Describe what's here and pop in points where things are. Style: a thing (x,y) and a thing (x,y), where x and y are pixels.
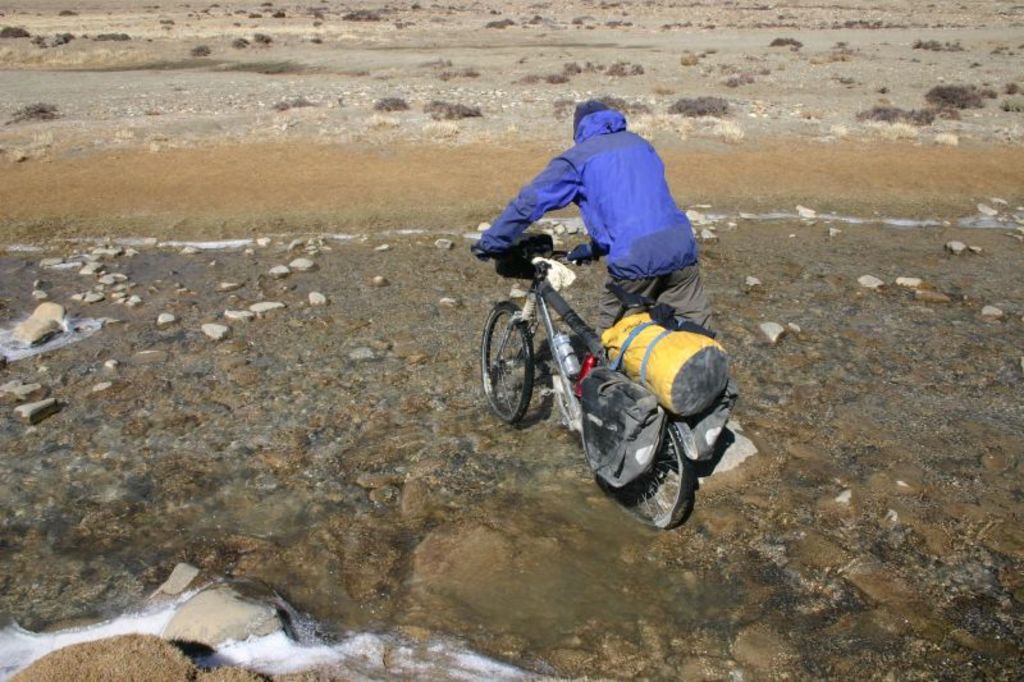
In this image we can see a man (607,324) walking in the water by holding bicycle (622,314), stones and shrubs (733,78).
